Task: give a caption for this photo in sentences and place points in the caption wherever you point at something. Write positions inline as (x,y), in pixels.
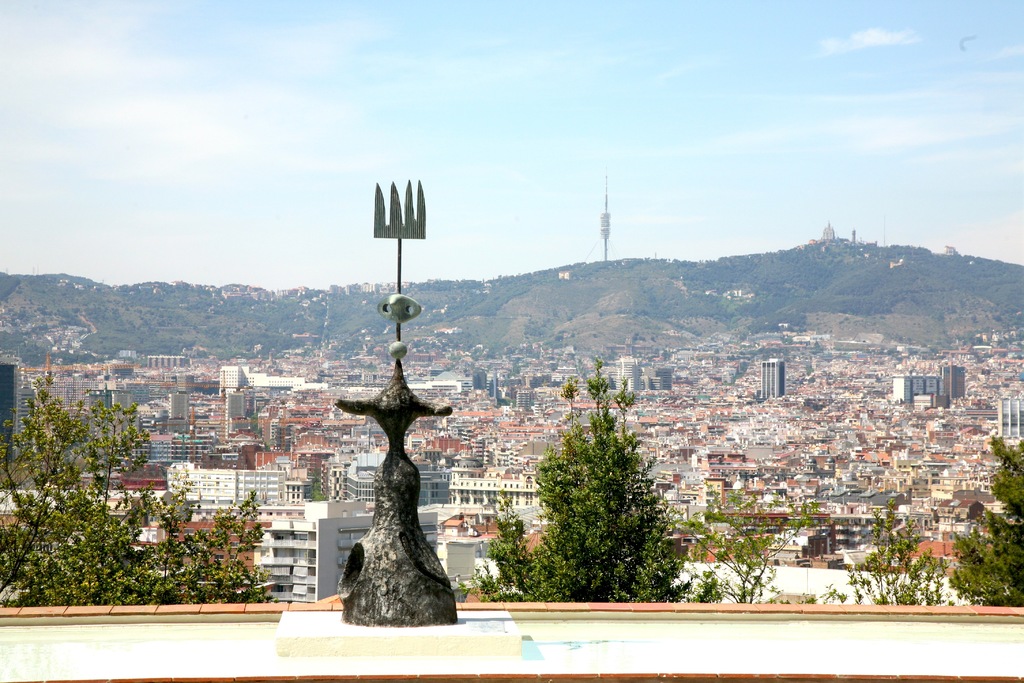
In this picture we can see a bronze sculpture (390,578), trees (1000,579), buildings (724,480), and mountain (149,336). In the background (239,214) there is sky (795,145).
